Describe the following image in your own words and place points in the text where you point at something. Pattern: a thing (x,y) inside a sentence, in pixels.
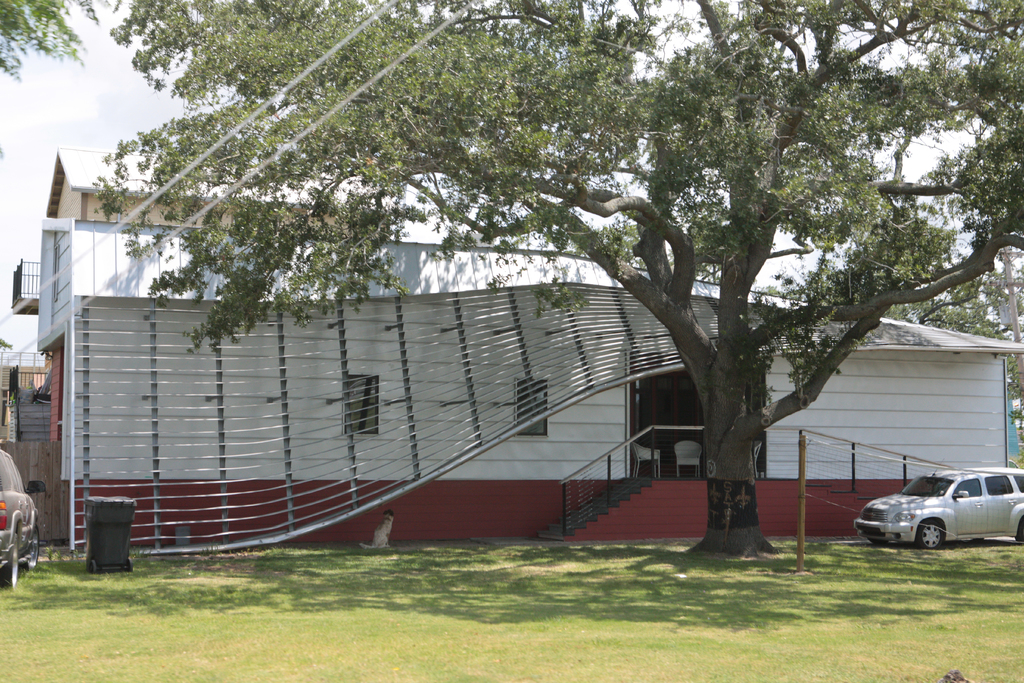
In this image we can see a building (360,432). In front of the building (699,473) there is a tree (696,258). On the right (938,511) and left sides of the image there are two cars (7,525) on the ground (270,567). At the bottom of the image (325,646) I can see the grass (390,632). At the top (95,107) I can see the sky (66,99).
